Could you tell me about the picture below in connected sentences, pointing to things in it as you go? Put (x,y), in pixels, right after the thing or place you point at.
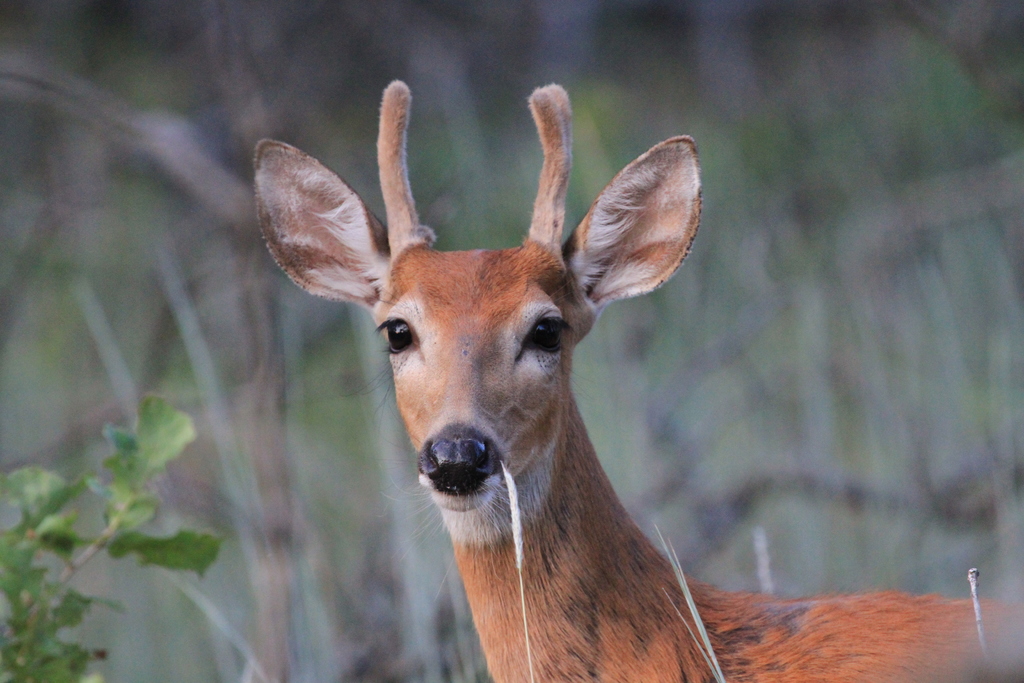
There is an animal (564,629). Here we can see leaves (149,497) and stem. There is a blur background (986,234).
